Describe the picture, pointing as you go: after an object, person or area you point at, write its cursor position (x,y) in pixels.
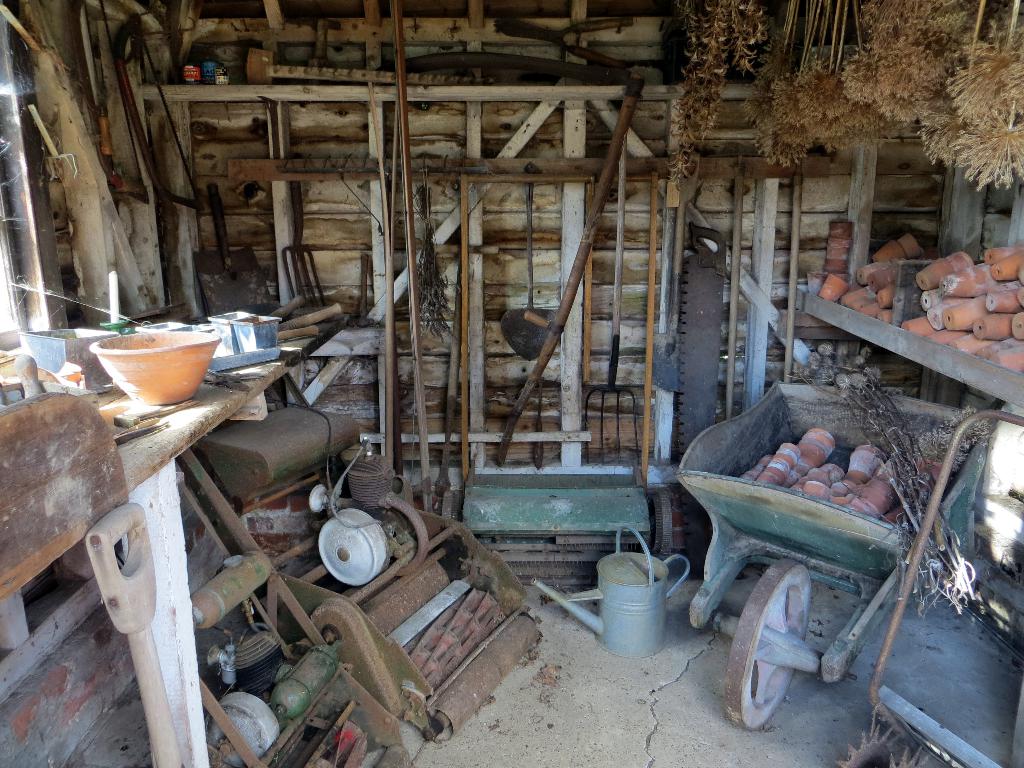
In the picture we can see some cart (864,620) and some things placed in it and beside it, we can also see a rack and some things (941,283) placed on it and we can also see some machinery (298,697) on the path (537,744) and top of it, we can see a wooden plank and some bowl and some things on it and in the background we can see a wall (138,104) with wooden sticks (820,171).
